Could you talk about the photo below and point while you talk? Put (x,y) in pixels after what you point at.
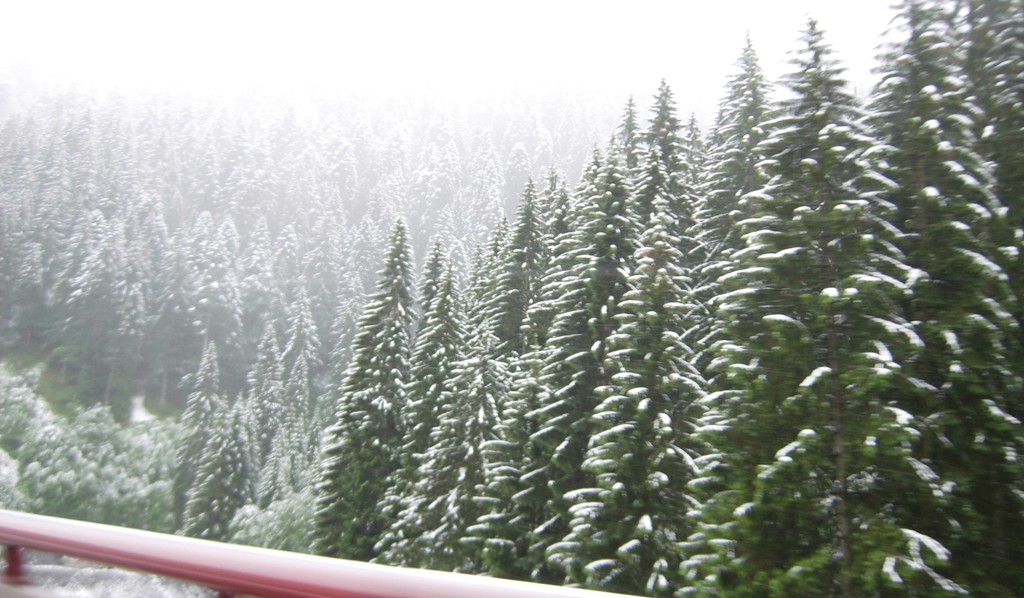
In this image there are a group of trees (309,320), at the bottom (127,546) there is one rod (246,561).
